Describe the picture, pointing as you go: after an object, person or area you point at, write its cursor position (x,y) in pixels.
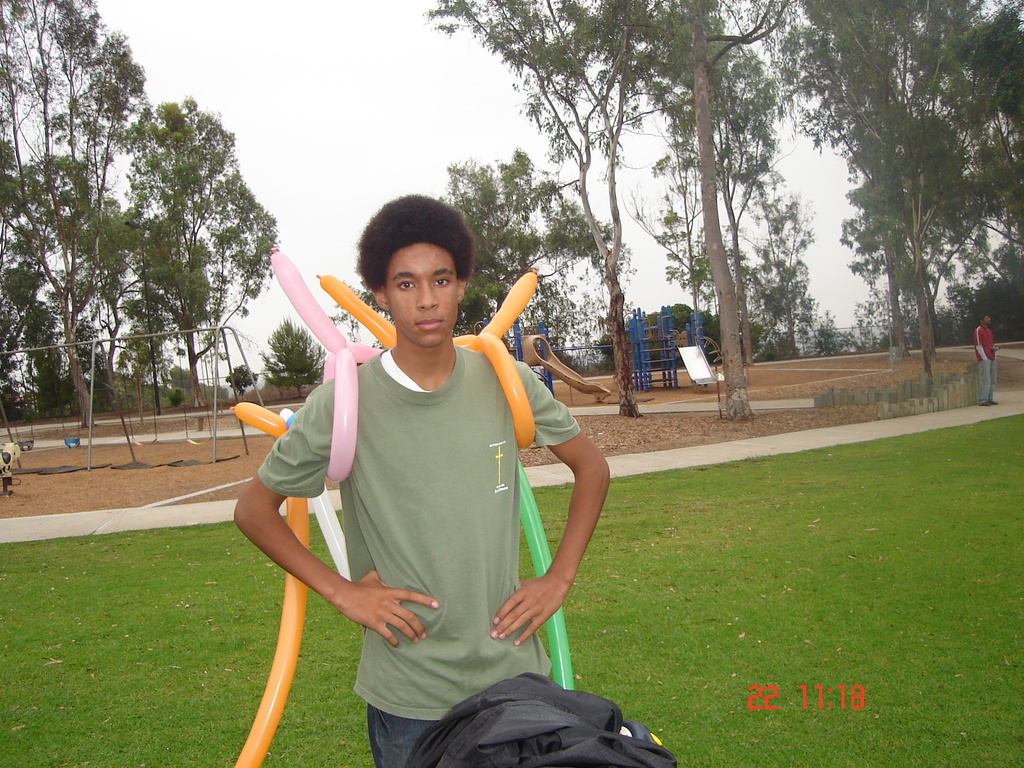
In this image we can see a boy (316,429) standing on the grass (597,673). He is wearing a T-shirt (400,449) and here we can see the balloons (503,374) in different structure. Here we can see the bag (507,712) at the bottom (555,696). Here we can see another man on the right side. In the background (972,255), we can see the children playing equipment (662,353) and trees (752,329).
